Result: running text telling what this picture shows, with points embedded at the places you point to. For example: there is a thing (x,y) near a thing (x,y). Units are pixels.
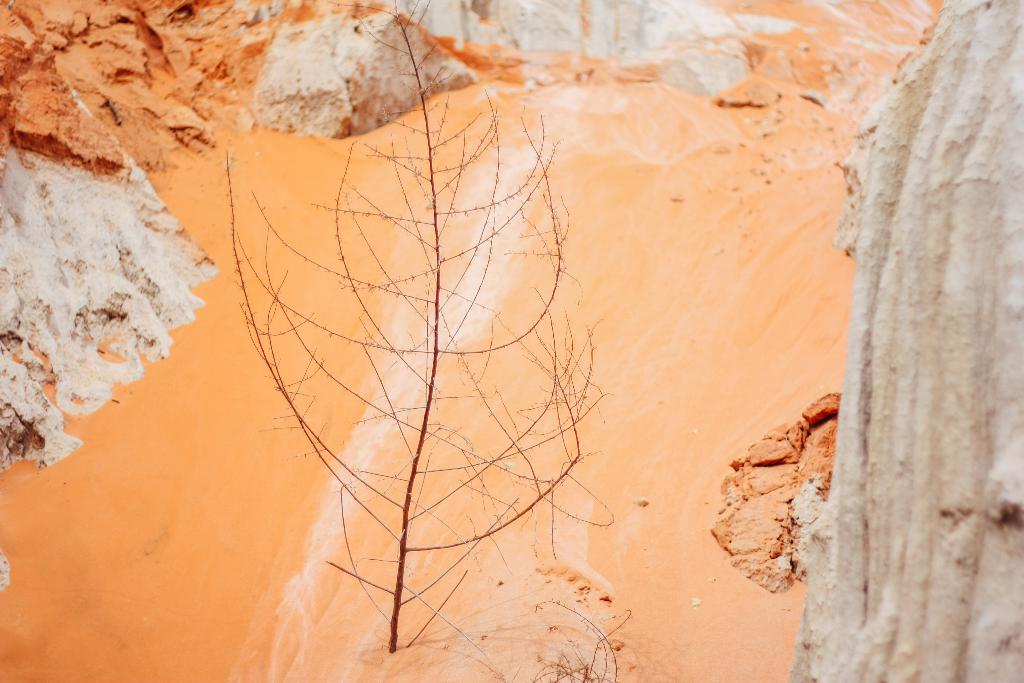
In this image I can see orange and white colour thing (147,73) in background (825,242). I can also see a thing (450,548) over here.
